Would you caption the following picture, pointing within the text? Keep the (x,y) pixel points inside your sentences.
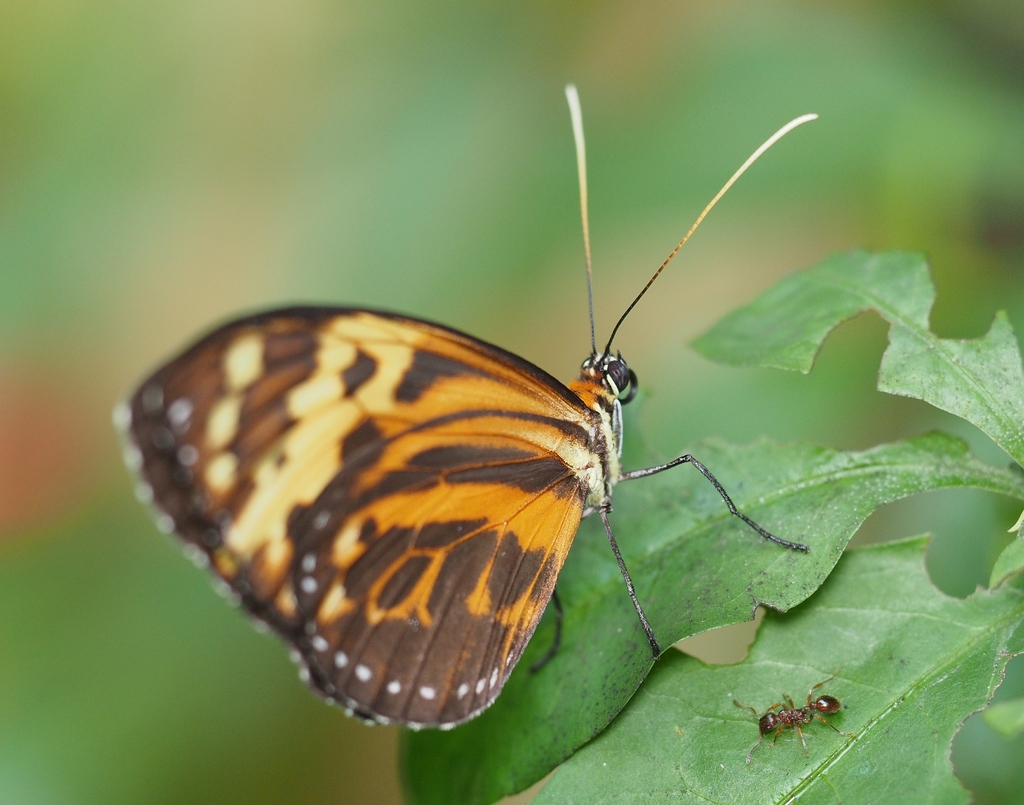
In the center of the image (649,483) we can see leaves (732,686). On the leaves (738,741), we can see one ant (750,750) and one butterfly (496,597), which is in black and yellow color.
